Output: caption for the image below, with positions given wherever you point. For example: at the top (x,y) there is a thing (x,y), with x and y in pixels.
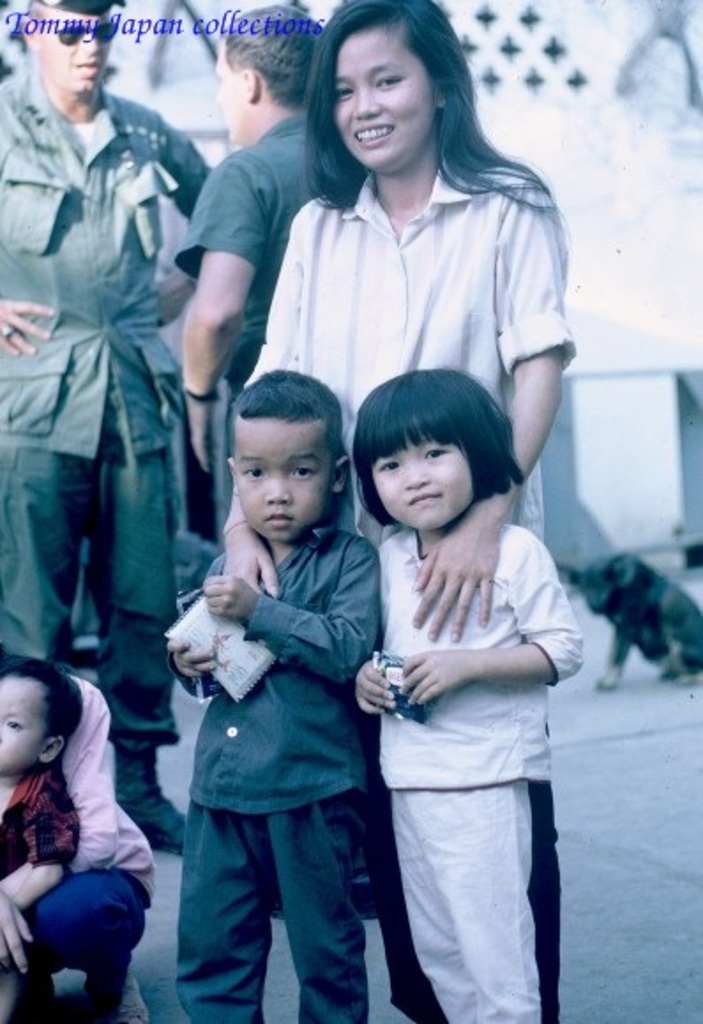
In the center of the image (248,582) there is a lady (451,98) standing and there are two children (276,719). In the background of the image (28,129) there are people (25,485) standing. In the background of the image (562,55) there is a wall (637,382). There is a dog (624,621). At the bottom of the image (605,902) there is road (659,844).
